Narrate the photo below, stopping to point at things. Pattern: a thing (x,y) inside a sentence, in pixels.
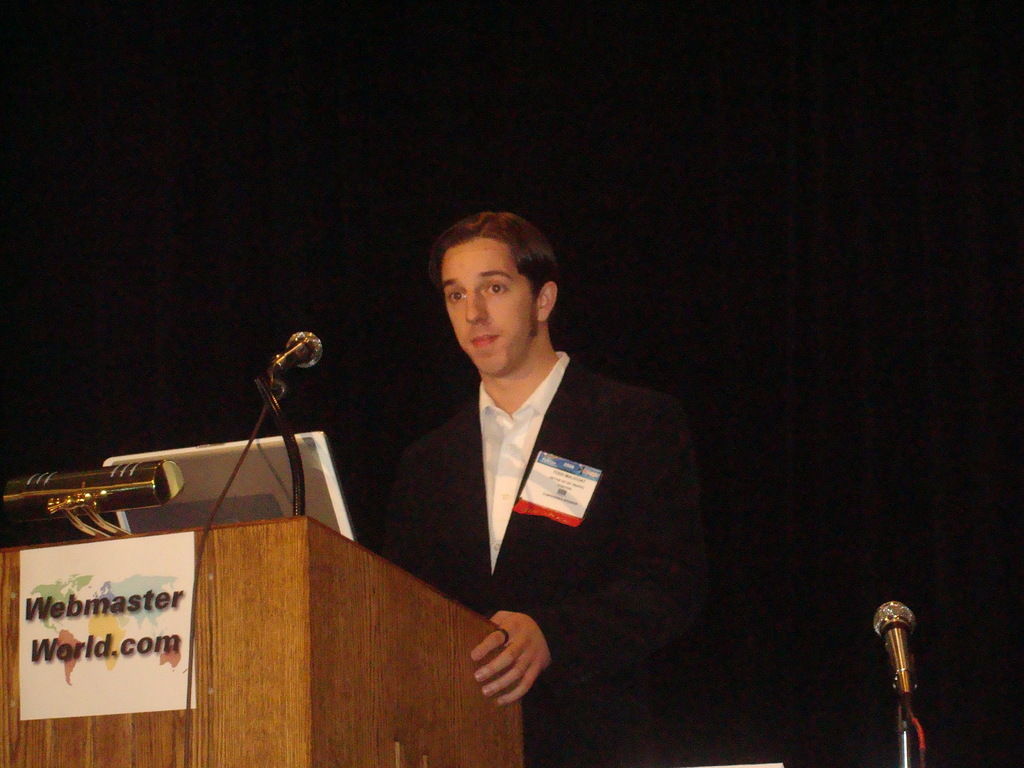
In the picture we can see a person (497,474) wearing black color dress (507,551) standing behind wooden podium (277,637) on which there is laptop (268,506), microphone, on right side of the picture (916,685) there is microphone (893,638) and in the background (774,199) there is dark view.
